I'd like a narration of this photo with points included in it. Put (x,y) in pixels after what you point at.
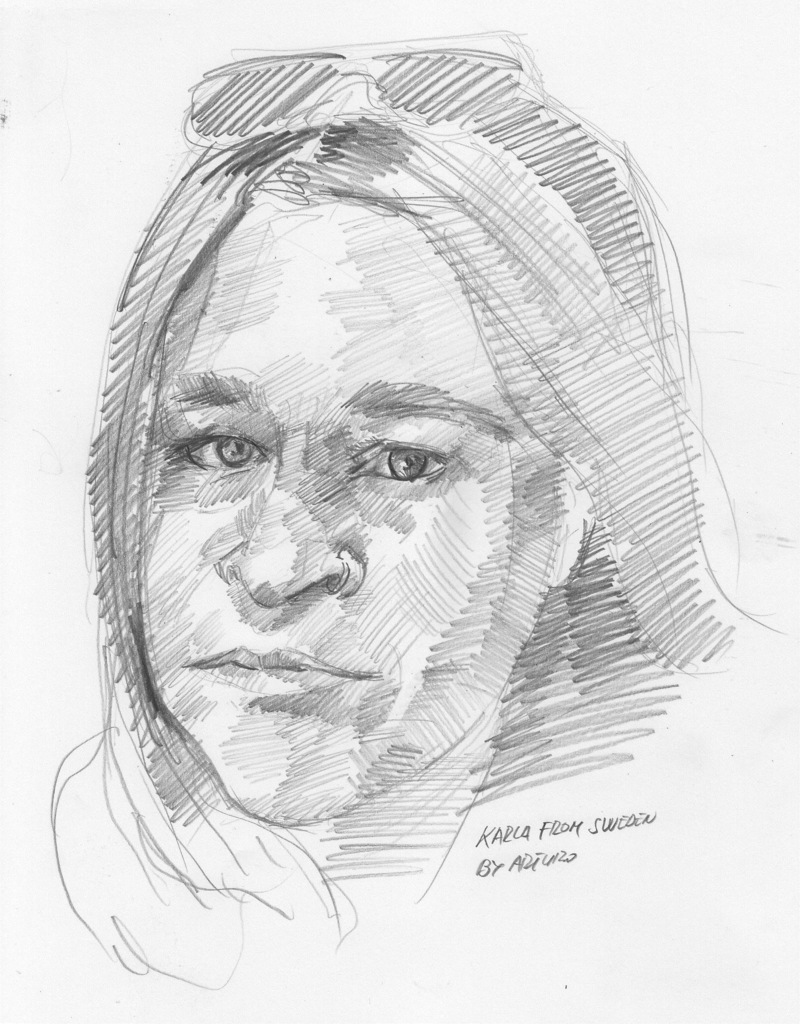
This image is a sketch. It is done on the paper (394,211) with a pencil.
